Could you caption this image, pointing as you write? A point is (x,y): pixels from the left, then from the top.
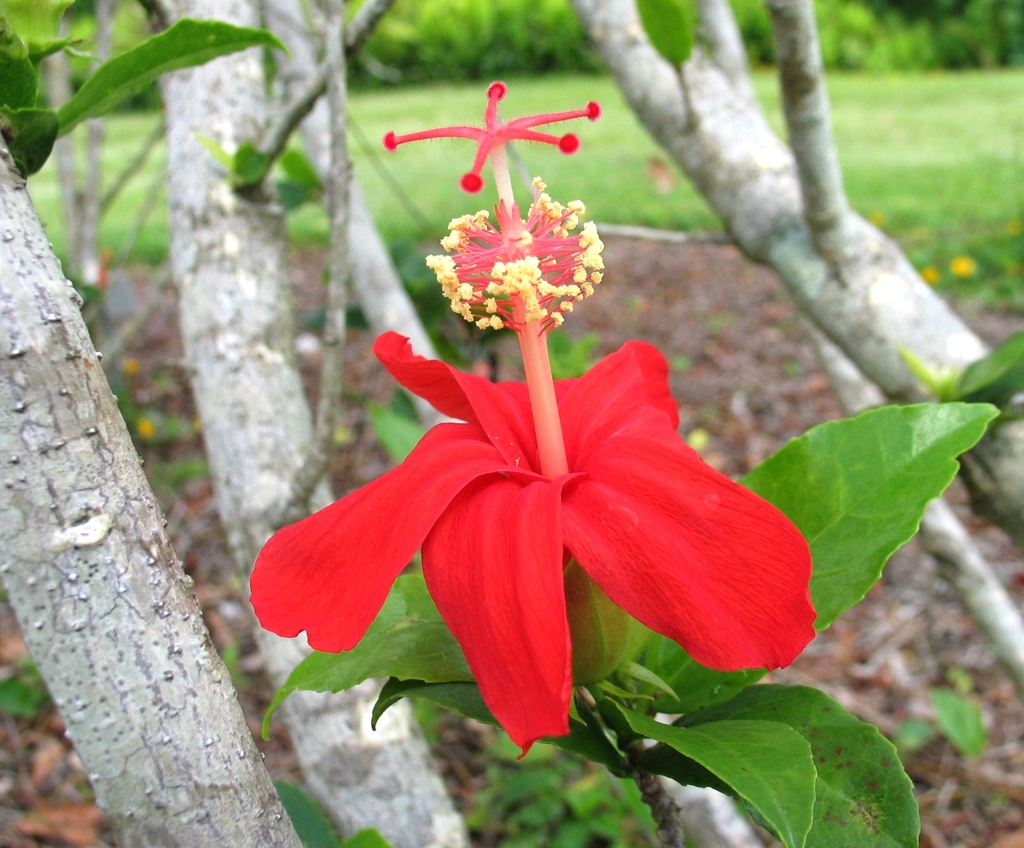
In this picture I can see a flower (555,564) in the middle (609,555), there are trees (620,65) in this image.
